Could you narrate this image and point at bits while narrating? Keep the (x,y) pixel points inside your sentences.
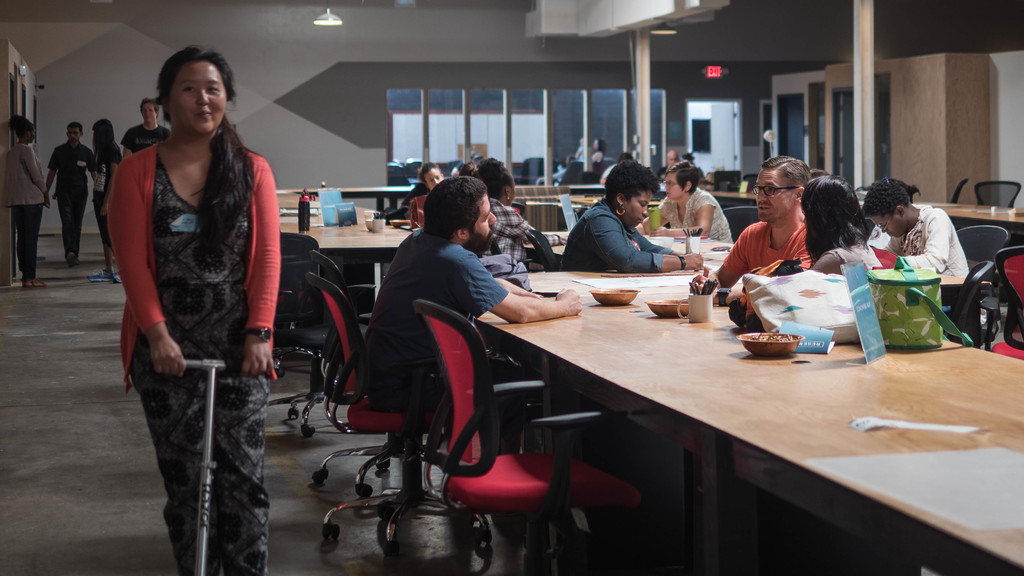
In this picture there are group of people (561,300) who are sitting on the chair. There is a bowl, bottle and few things (370,219) on the table (346,230). There is a woman (190,455) standing on the floor (102,324). At the back (84,169) there are some persons (90,161).
